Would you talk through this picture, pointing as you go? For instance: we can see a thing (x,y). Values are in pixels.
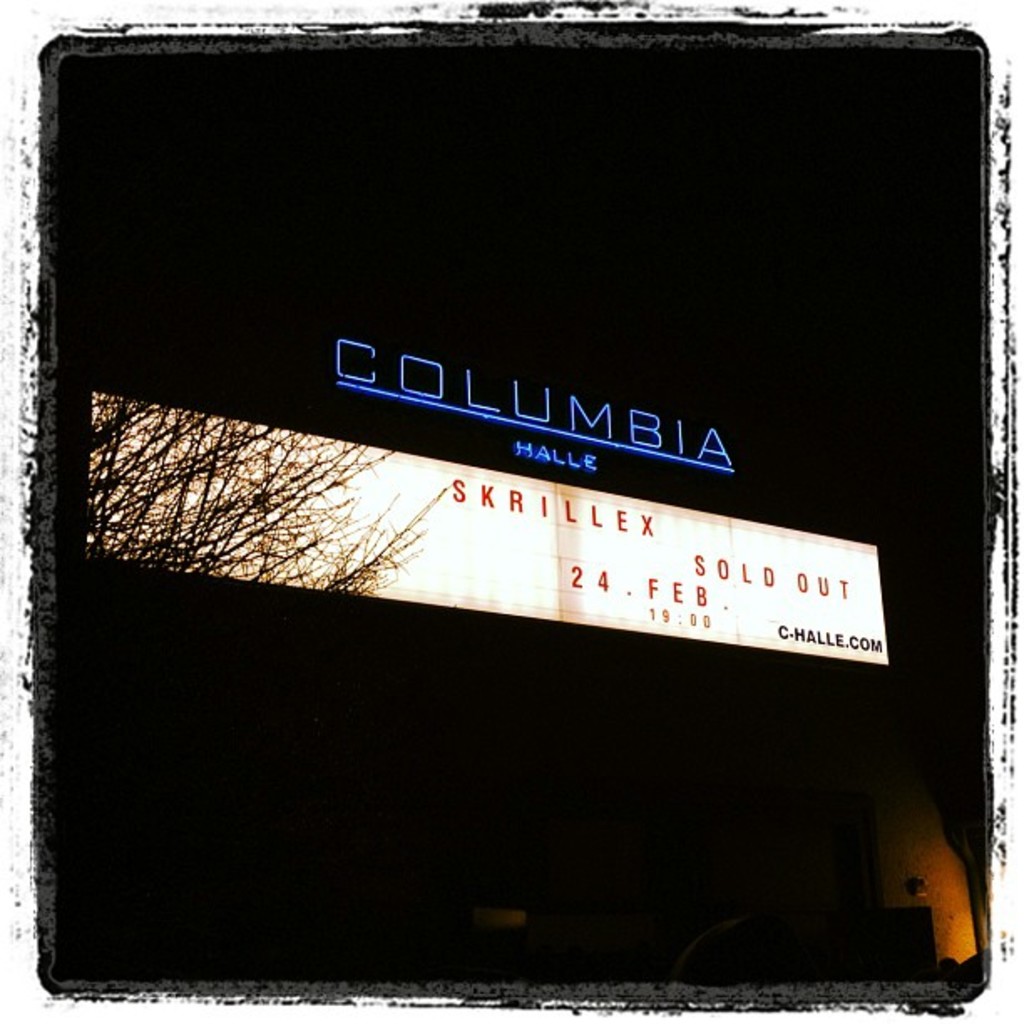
In the image we can see the led board (497,539) and text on it. Here we can see the tree (195,458) and the background (515,274) is dark.
